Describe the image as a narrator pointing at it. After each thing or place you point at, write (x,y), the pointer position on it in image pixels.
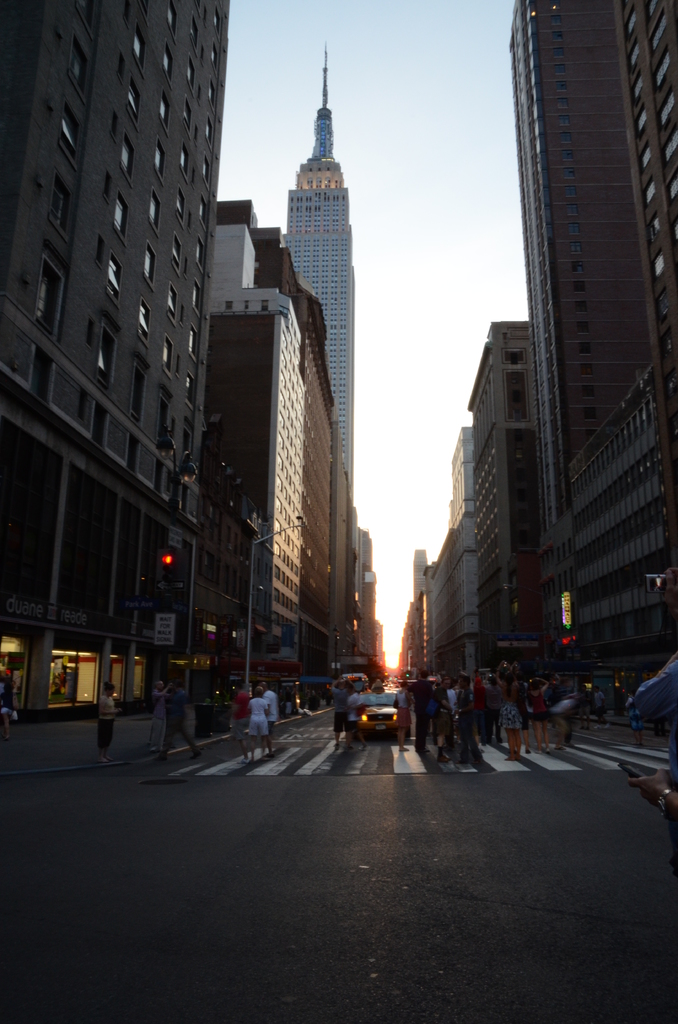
In this image on right side (586,438) and left side (198,439) there are some buildings (204,448) and skyscrapers (568,473), and in the center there are some vehicles (393,732) and some persons (399,746) are walking on a road (427,771) and at the top of the image (386,150) there is sky (430,353).
